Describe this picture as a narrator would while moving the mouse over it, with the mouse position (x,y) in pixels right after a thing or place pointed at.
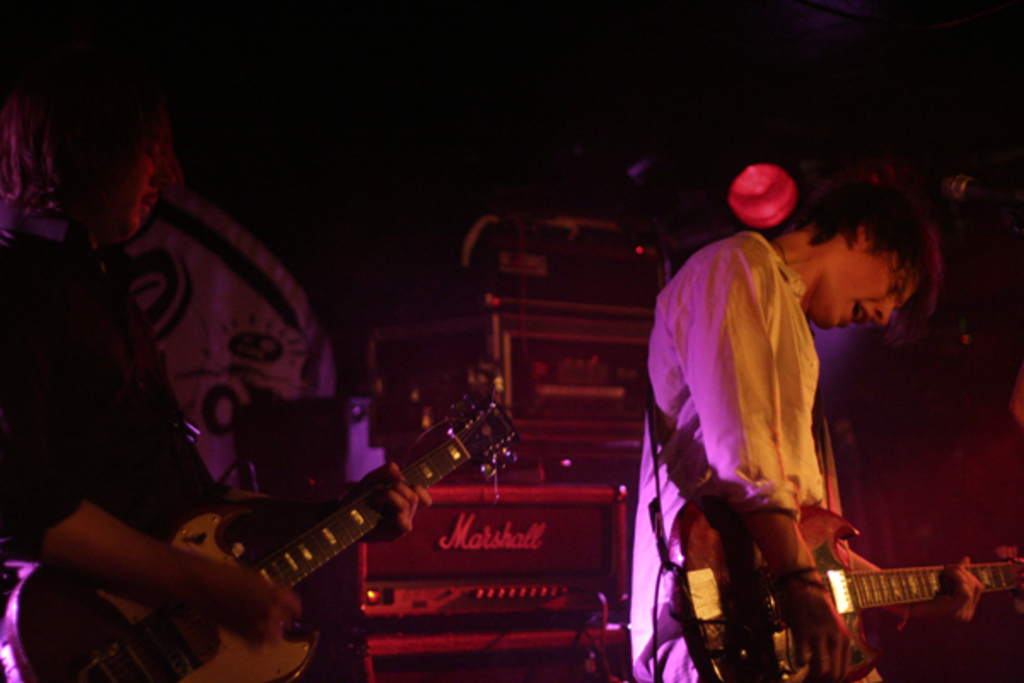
In this image, There are 2 peoples (756,465) are playing a musical instrument (677,583). At the back side (572,404), we can see some boxes (556,496). And here, we can see a curtain (274,314) there. Here there is a light (768,193).
